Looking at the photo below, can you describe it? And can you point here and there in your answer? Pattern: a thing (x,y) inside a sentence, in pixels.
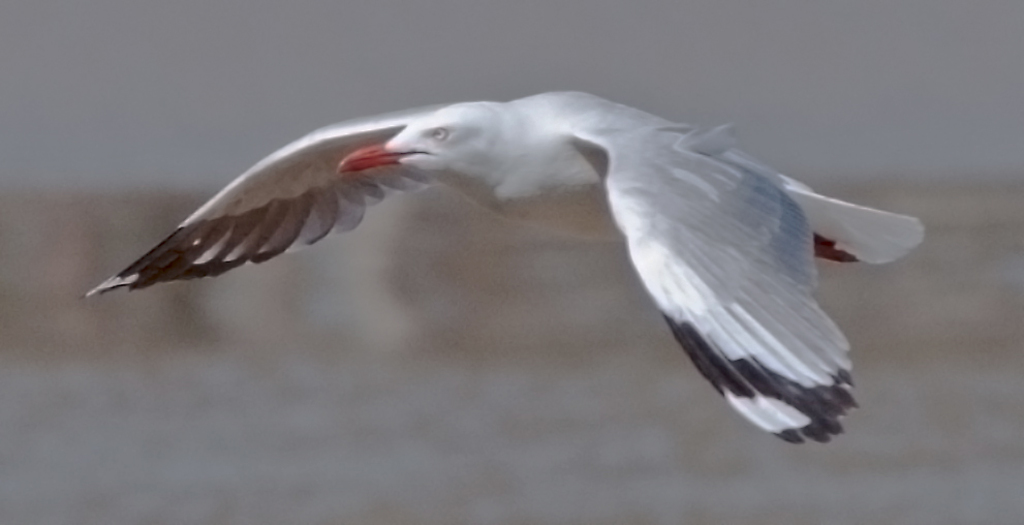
In this image we can see a bird (628,189) is flying.
